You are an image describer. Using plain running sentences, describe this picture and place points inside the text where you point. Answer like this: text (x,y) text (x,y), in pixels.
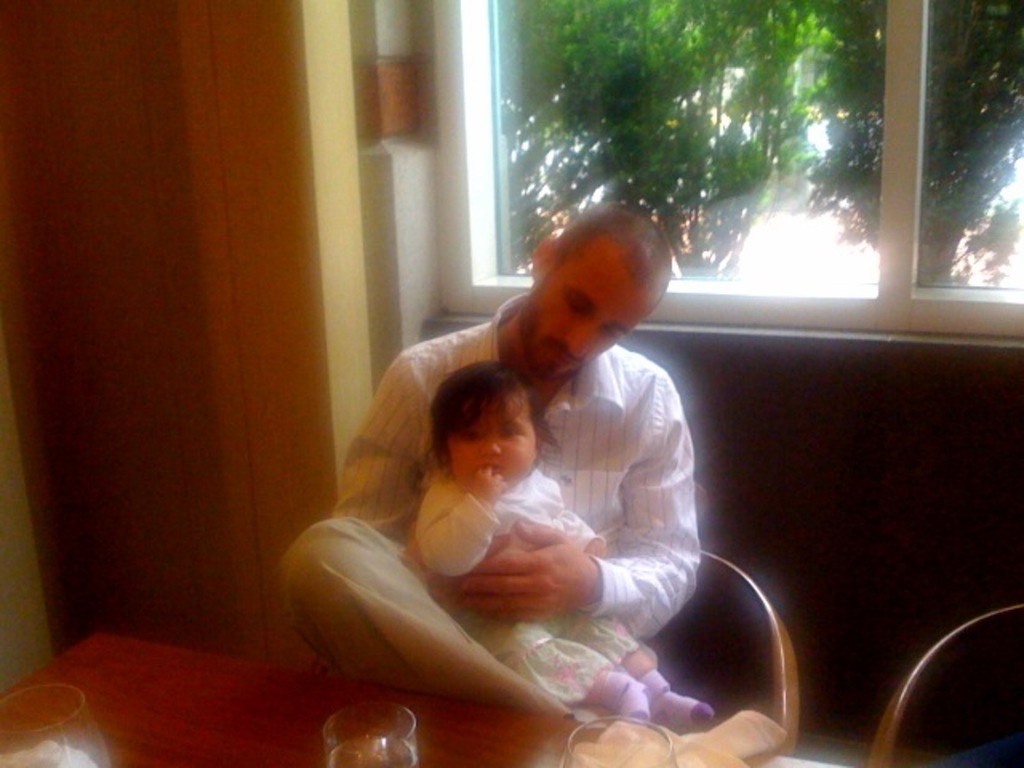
At the bottom of the image (518,736) there is a table (250,740), on the table (500,732) there are some glasses (389,719). Behind the table (455,763) a man (679,521) is sitting on a chair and holding a baby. Behind him there is a wall (418,22), on the wall (418,22) there is a window (507,33). Through the window (488,75) we can see some trees (513,140).
